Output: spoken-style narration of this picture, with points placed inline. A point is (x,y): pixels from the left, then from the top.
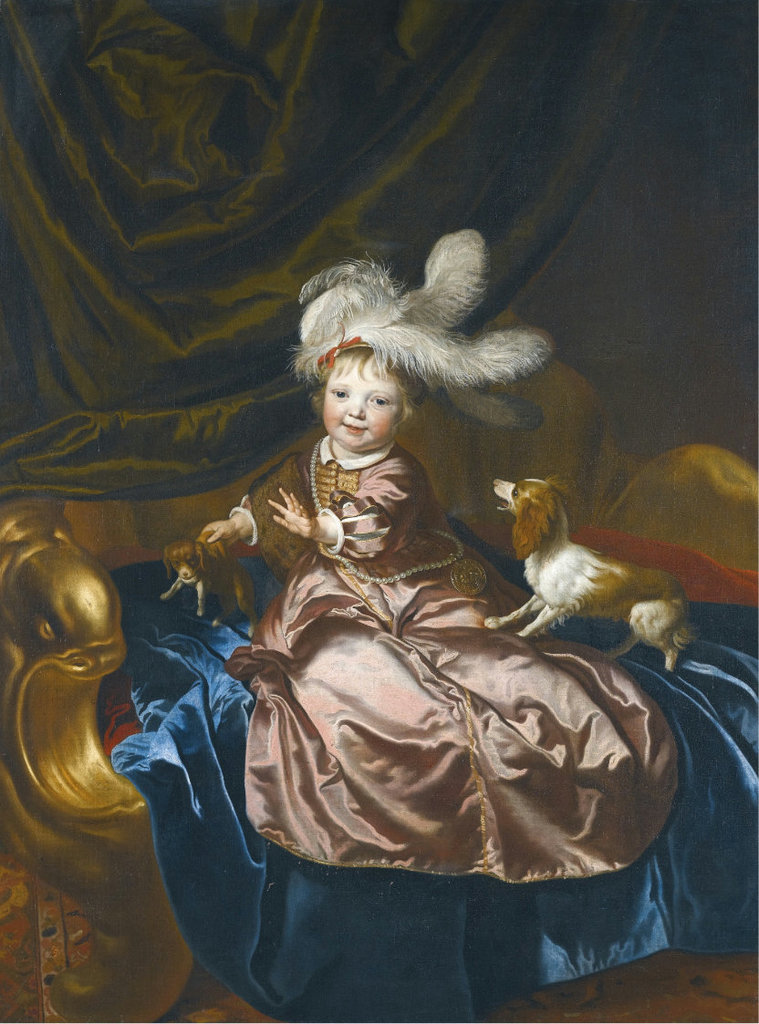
In this picture I can see the depiction image of a baby (408,407) who is sitting and I see a puppy (209,564) and a dog (570,614) near to him. In the background (98,53) I see the cloth (238,232) and I see that the baby (306,552) is sitting on a blue color cloth (153,649).
